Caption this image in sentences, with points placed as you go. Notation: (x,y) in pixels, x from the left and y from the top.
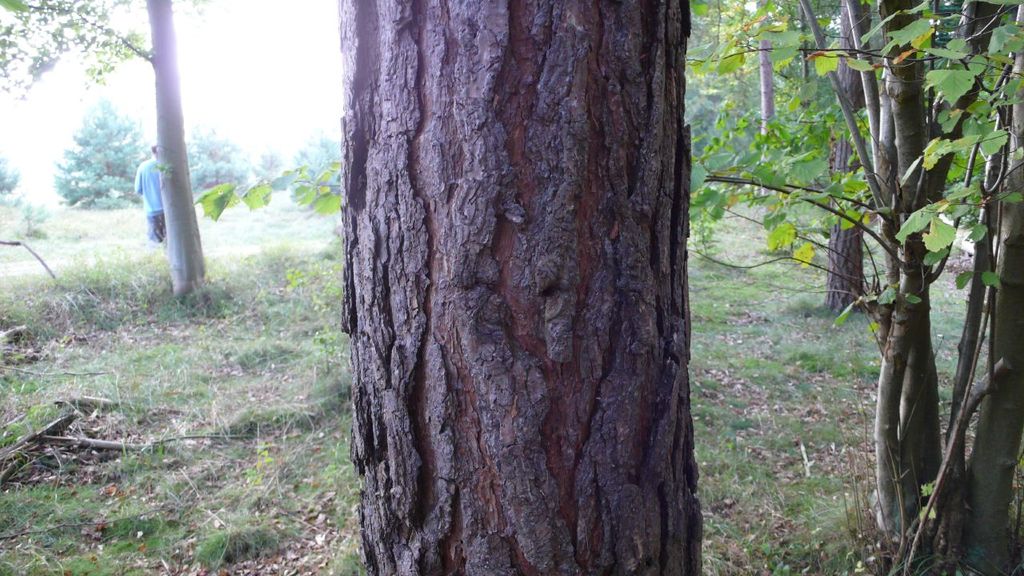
In this image, we can see tree trunks (526,322), trees (1008,443) and grass (92,481). On the left side of the image (159,226), we can see a person (152,209) is standing.
